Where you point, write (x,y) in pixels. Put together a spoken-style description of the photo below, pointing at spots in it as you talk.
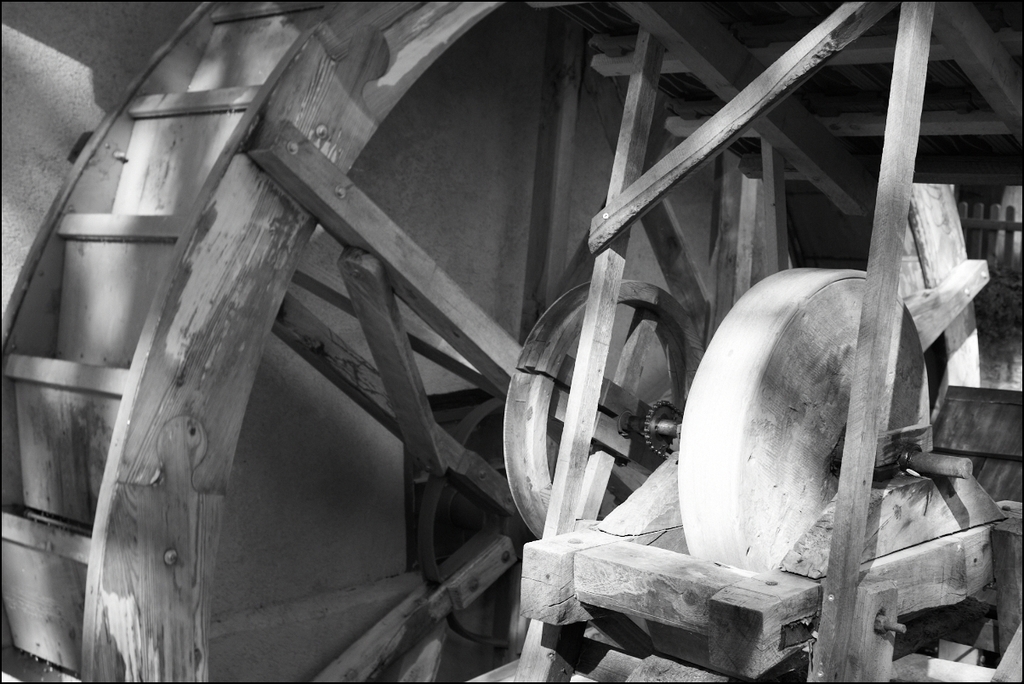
In this image we can see a wooden object (780,609). We can see the wall (100,67) in the image. There is a fence (981,213) at the right side of the image (1020,229).
